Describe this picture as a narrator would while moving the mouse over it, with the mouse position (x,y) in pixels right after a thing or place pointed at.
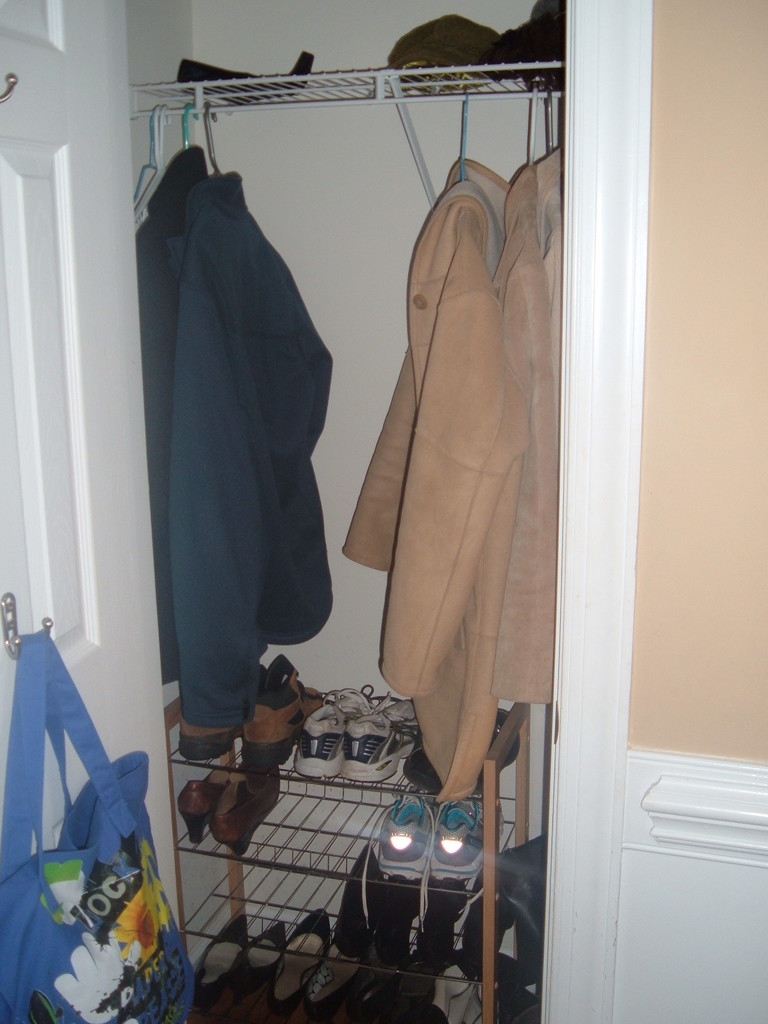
In the image we can see there are shoes (340,764) and sandals (328,989) kept on the shoe stand (289,814). There is a bag (136,906) kept on the hanger (15,645) of the door (71,607) and there are coats (167,219) kept on the hangers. The hangers (471,97) are kept on the iron mesh (491,94).
